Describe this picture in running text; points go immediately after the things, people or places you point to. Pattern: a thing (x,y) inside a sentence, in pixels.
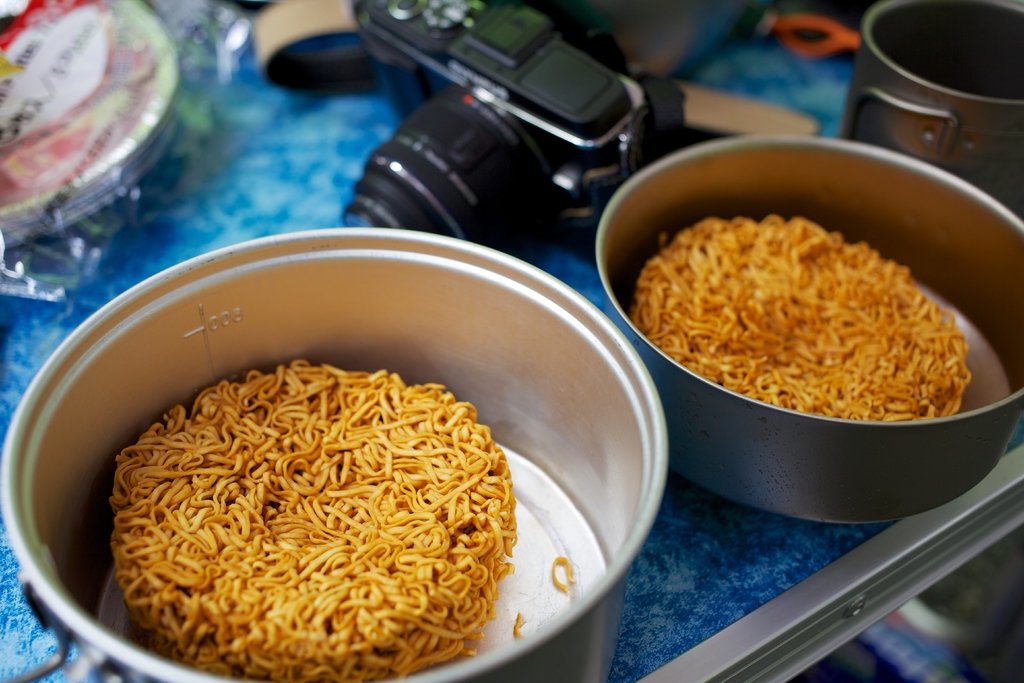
Here On a table (681,625) we can see food items (454,437) in two bowls (612,400), plates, camera (492,37), bowl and some other items (630,11).
